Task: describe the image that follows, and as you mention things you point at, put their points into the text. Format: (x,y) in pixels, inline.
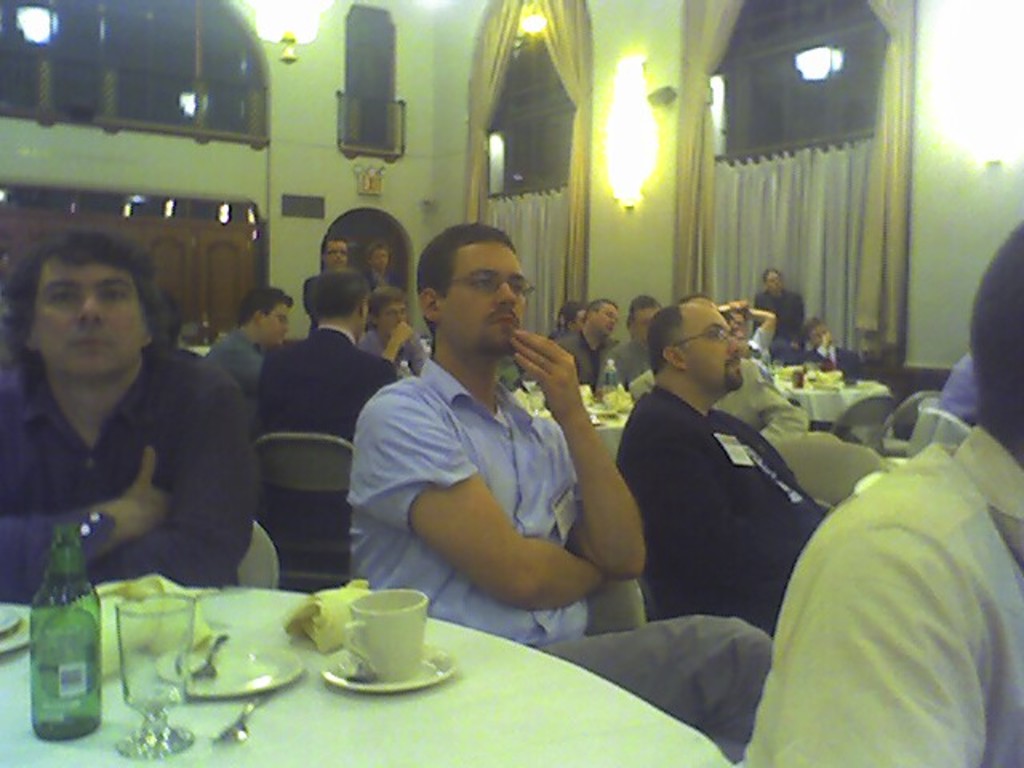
In the image we can see there are people (583,410) sitting on the chair (828,493) and there is wine bottle (84,605), wine glass (178,641), cup (369,593) and saucer (409,679) kept on the table (488,735). Behind there are other people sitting on the chairs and there are lights (640,175) on the wall (665,185). There are curtains (811,248) on the window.
